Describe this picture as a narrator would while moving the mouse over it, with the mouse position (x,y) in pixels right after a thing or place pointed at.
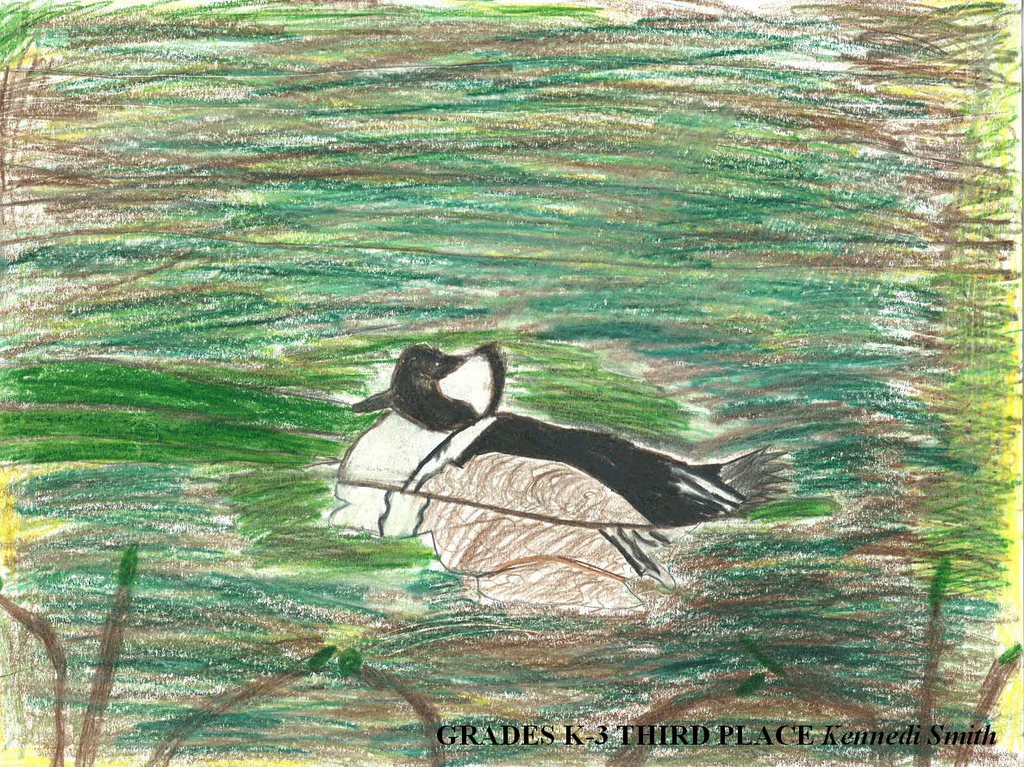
In this image I can see a painting (456,390) in which I can see a bird (480,444) which is white, black and brown in color is on the surface of the water (581,615). I can see few plants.
